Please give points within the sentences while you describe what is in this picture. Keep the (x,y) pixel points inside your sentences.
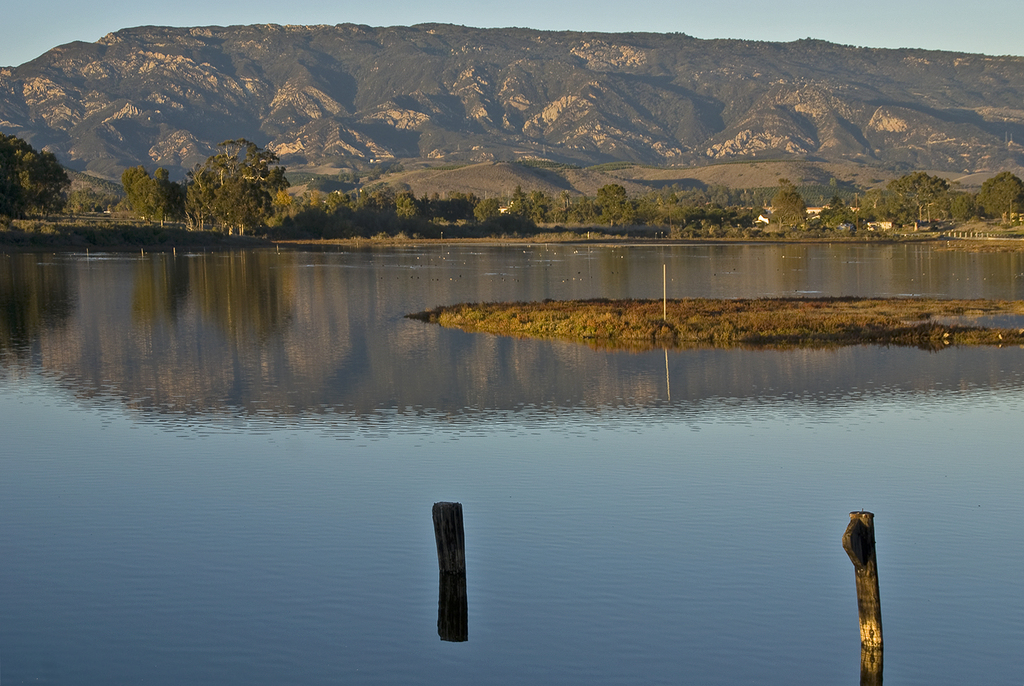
In the picture I can see the water (473,422). In the background (419,147) I can see mountains (487,110), trees (371,189), poles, the sky (160,6) and some other objects (839,226).
